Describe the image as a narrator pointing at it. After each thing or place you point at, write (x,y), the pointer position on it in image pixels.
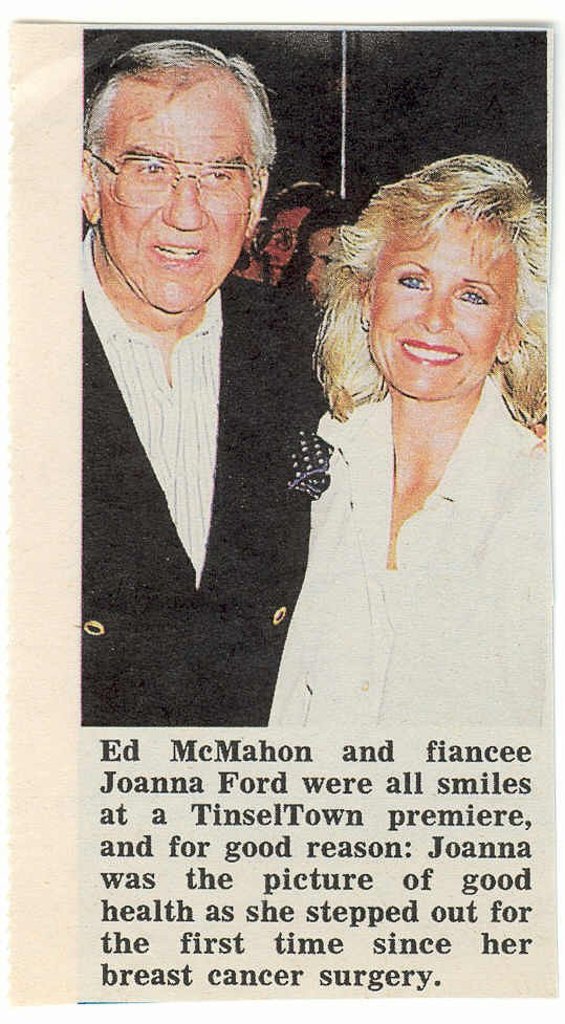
This is a poster which is having an image (434,124) and black color texts (208,937). In the image, there is a person (240,312) in a suit (259,646). Beside him, there is a woman (463,509) in a white color jacket (539,631), smiling. In the background (285,270), there are other persons (271,208). And the background of this image (485,94) is dark in color.
